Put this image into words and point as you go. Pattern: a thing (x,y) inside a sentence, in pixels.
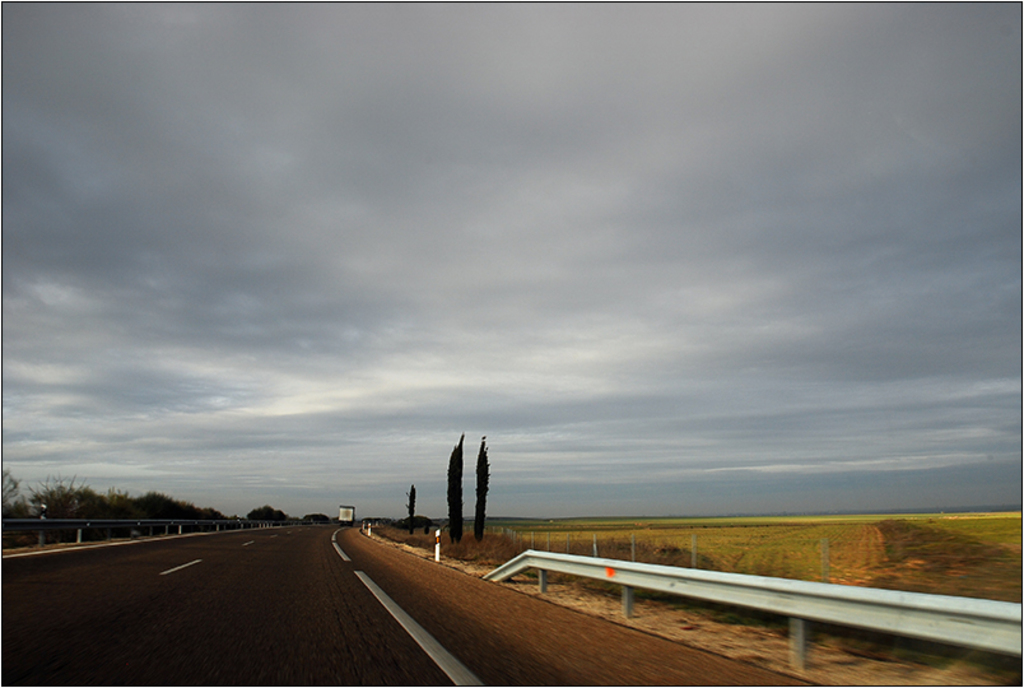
In this image there is a vehicle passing on the road (270,558), on the either side of the road (303,557) there is a metal fence (71,524), on the other side of the fence (183,523) there are trees (115,516).
